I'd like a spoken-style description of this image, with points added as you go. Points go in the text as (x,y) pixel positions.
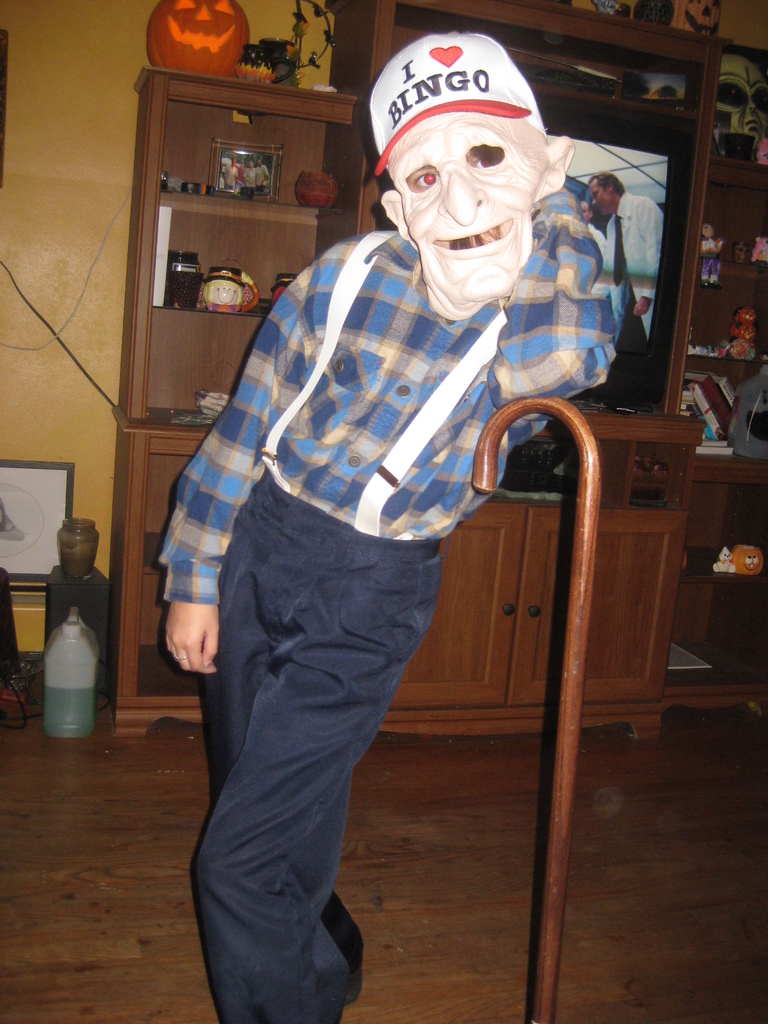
This picture shows a human (524,242) wore a mask (518,160) on the face (465,131) and a cap (419,38) on the head (441,165) and we see a stick (487,458) and we see a television (665,134) and a cupboard (695,242) with shelves (760,225) we see photo frame (215,162) and few toys (741,316) in it and we see few bottles (81,663) on the floor (33,817) and a frame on the side.
